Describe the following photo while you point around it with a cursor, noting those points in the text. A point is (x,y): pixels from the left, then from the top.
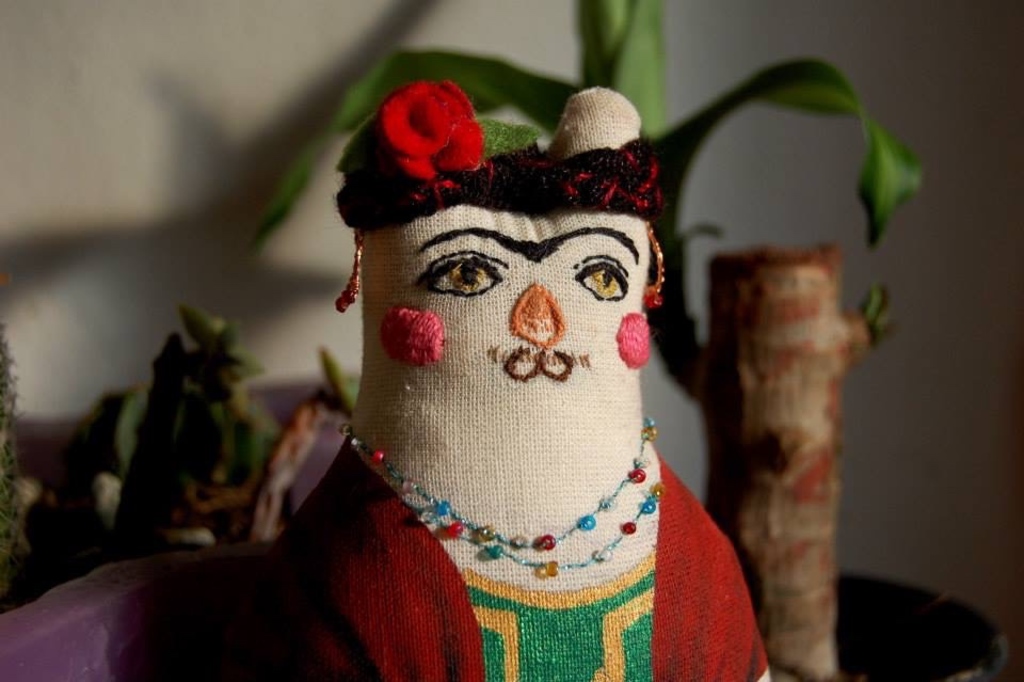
In the picture I can see a toy (447,408). In the background (347,404) I can see plants (160,526) and a wall (147,86).
